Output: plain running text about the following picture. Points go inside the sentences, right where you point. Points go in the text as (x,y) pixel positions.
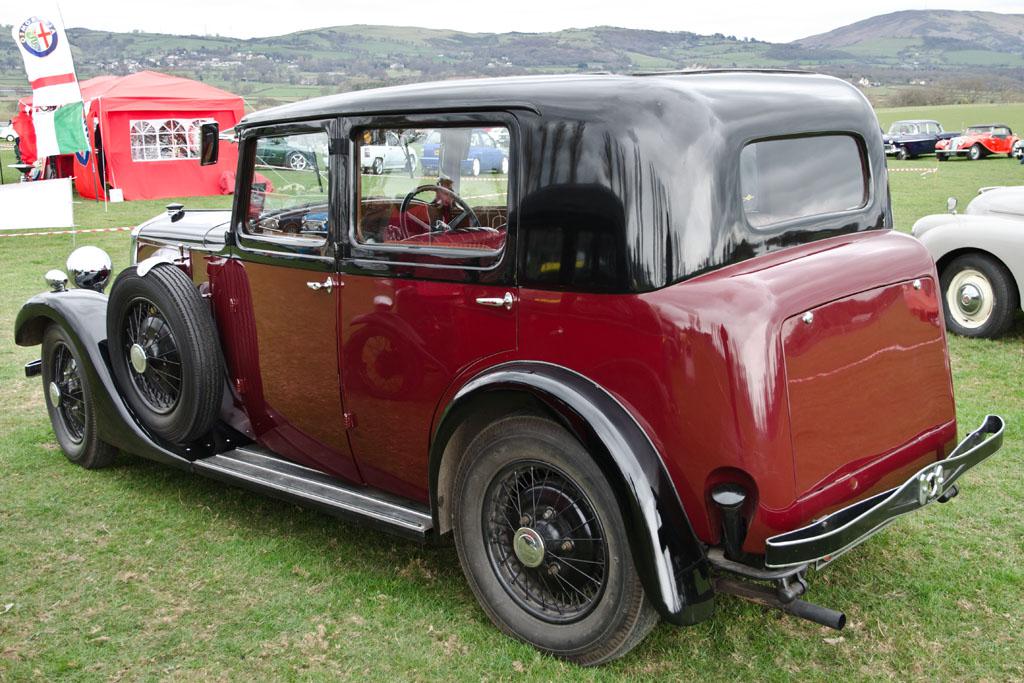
In this image I can see many vehicles (489,291) are on the ground (172,531). To the left (123,159) I can see the red color tent (103,115) and there is a banner (49,198) to the left (25,139). In the background (703,63) I can see the mountains (382,59) and the white sky (397,23).
